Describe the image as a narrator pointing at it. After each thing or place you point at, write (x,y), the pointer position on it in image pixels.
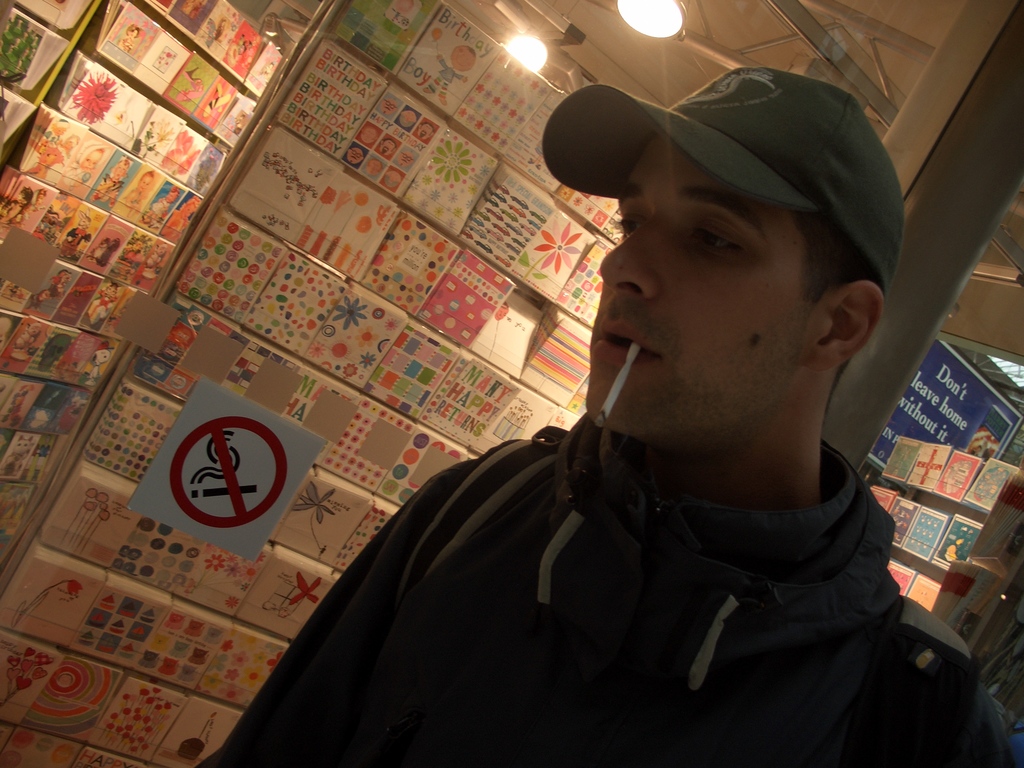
In this picture we can observe a man (526,687) wearing a hoodie (665,577) and holding a white color cigarette (607,410) in his mouth (641,361). He is wearing a green color cap (761,160) on his head (843,295). We can observe a white color paper (214,462) stuck to this glass (317,462). In the background (356,282) there are some greeting cards (312,230) placed in the shelves (534,177). On the right side (923,382) there is a blue color board (938,421).
